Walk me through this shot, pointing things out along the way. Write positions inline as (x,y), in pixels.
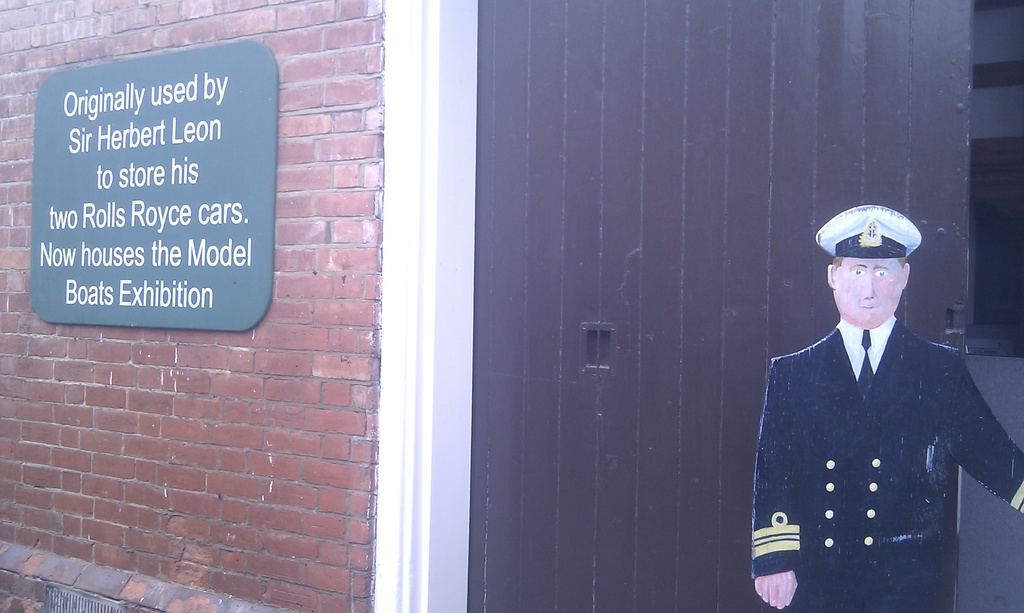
This is the board (142,215), which is attached to the wall (286,428). This looks like a wooden door (644,416). I can see the cut out (827,347) of the man (851,369) standing with uniform (881,466). This wall (304,486) is of brick texture (285,491).
